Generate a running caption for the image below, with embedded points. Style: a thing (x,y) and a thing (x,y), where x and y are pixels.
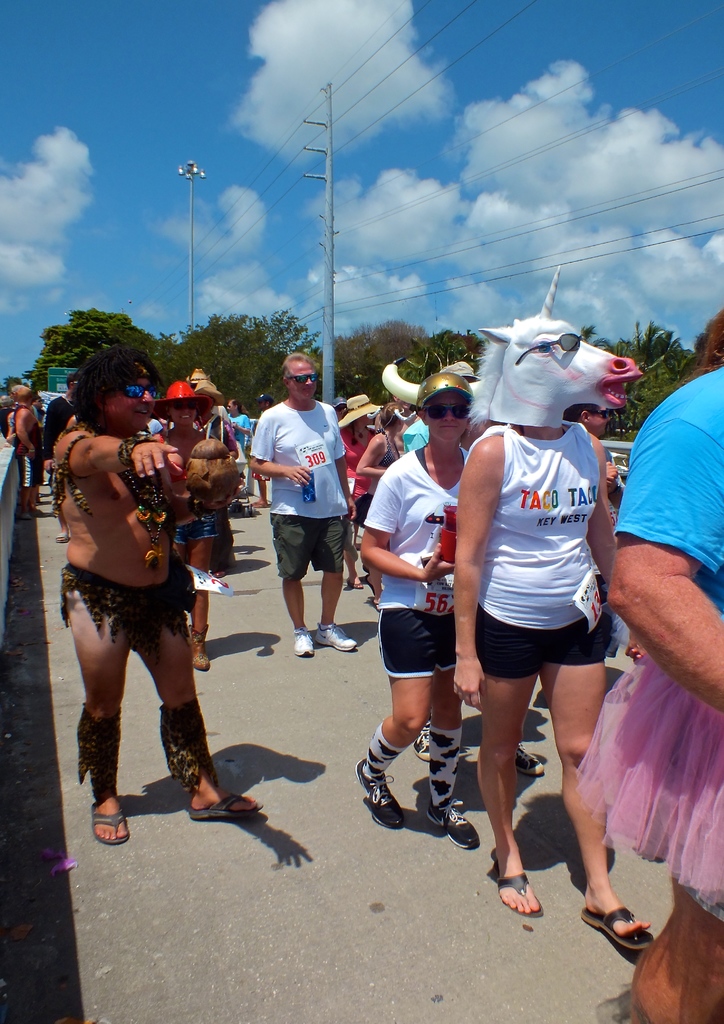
In this image I can see few people (455,683) walking on the road (344,907). These people (231,552) are wearing the different color dresses (438,617) and I can see few people (206,558) with hats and the mask (522,369) of animals (536,369). To the side of these people (379,421) I can see many trees (358,357) and the current poles (327,281). In the background (172,232) I can see the clouds (42,237) and the blue sky (132,167).
